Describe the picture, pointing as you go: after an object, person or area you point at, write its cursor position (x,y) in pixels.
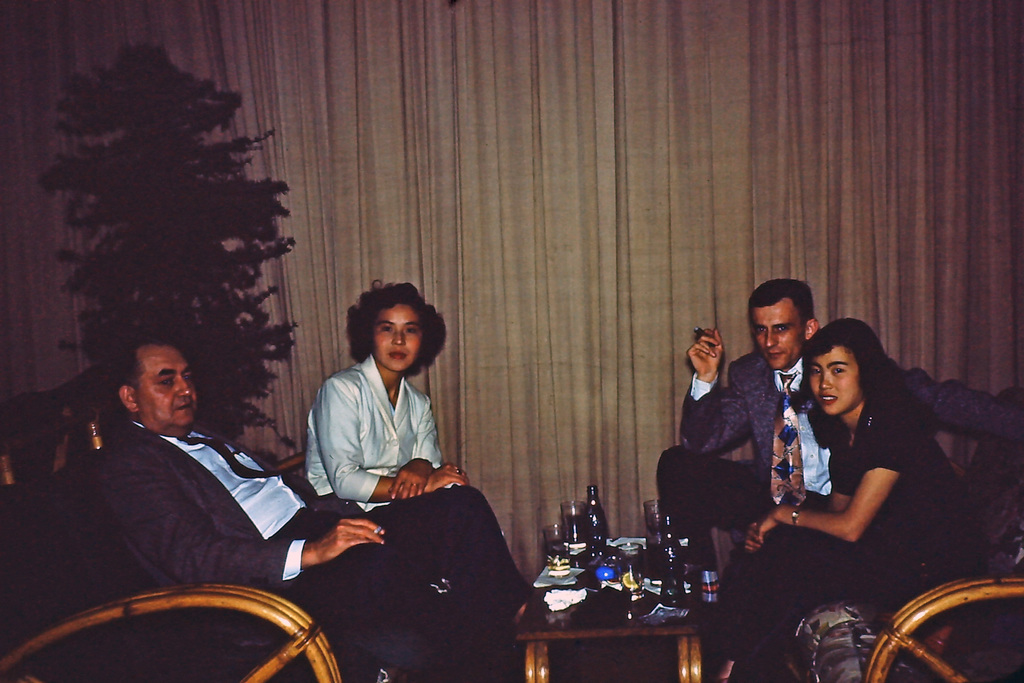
This image is taken indoors. In the background (618,162) there are a few curtains (592,181) and there is a plant (158,203). On the left side of the image (185,391) a man (189,507) and a woman (329,470) are sitting on the chairs (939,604). On the right side of the image (855,448) a girl (850,490) and a man (796,393) are sitting on the chairs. In the middle of the image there is a table (579,609) with a few bottles (601,538), glass (630,590) and many things (621,576) on it.
